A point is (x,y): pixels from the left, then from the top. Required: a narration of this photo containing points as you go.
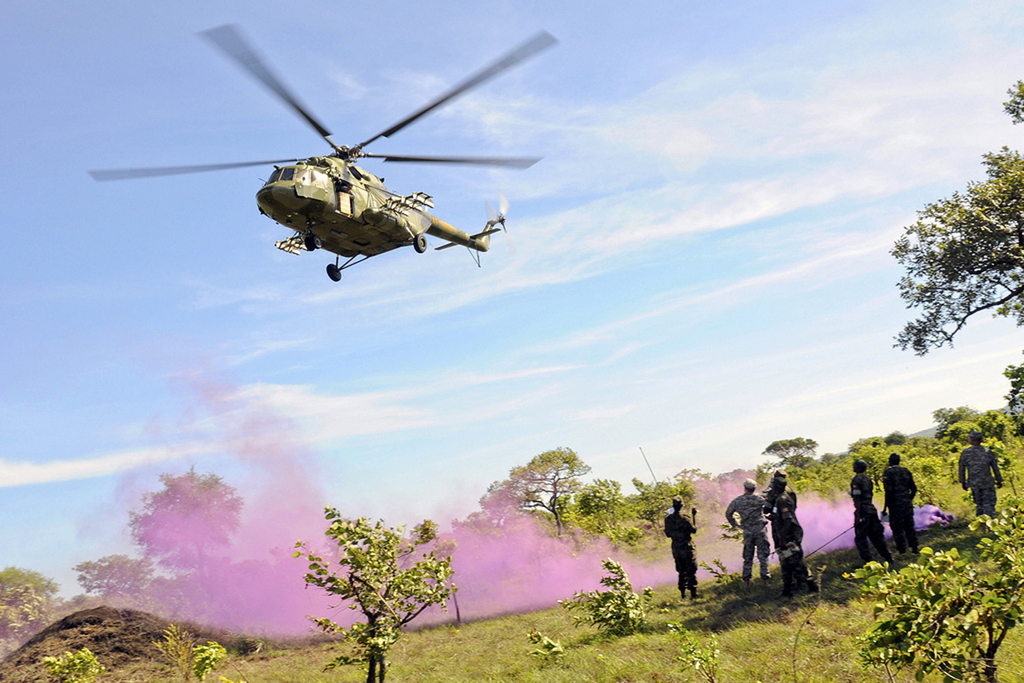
In this image, we can see a helicopter (344,220) in the air (492,242). At the bottom (908,641), there are so many trees (1012,595), plants (675,630), grass (661,655), few people (800,575) and smoke (664,553). Background (267,379) we can see the sky (400,260).
